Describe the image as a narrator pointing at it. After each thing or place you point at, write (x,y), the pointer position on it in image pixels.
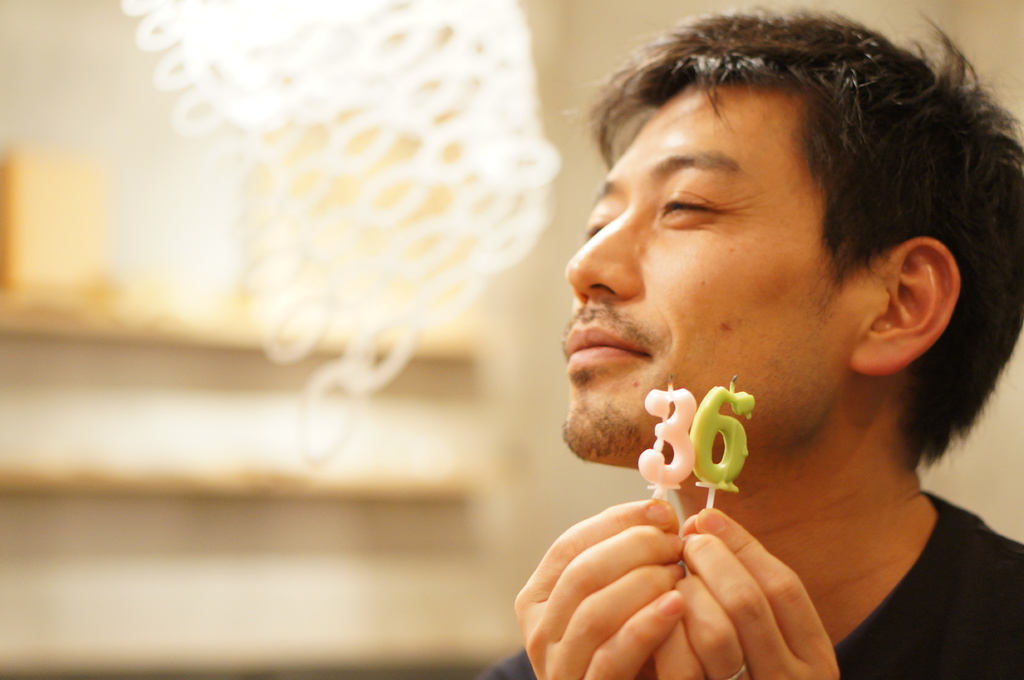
In the foreground of the image (577,540) there is a person (1001,581) holding candles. In the background of the image (586,90) there is a wall (96,136).
